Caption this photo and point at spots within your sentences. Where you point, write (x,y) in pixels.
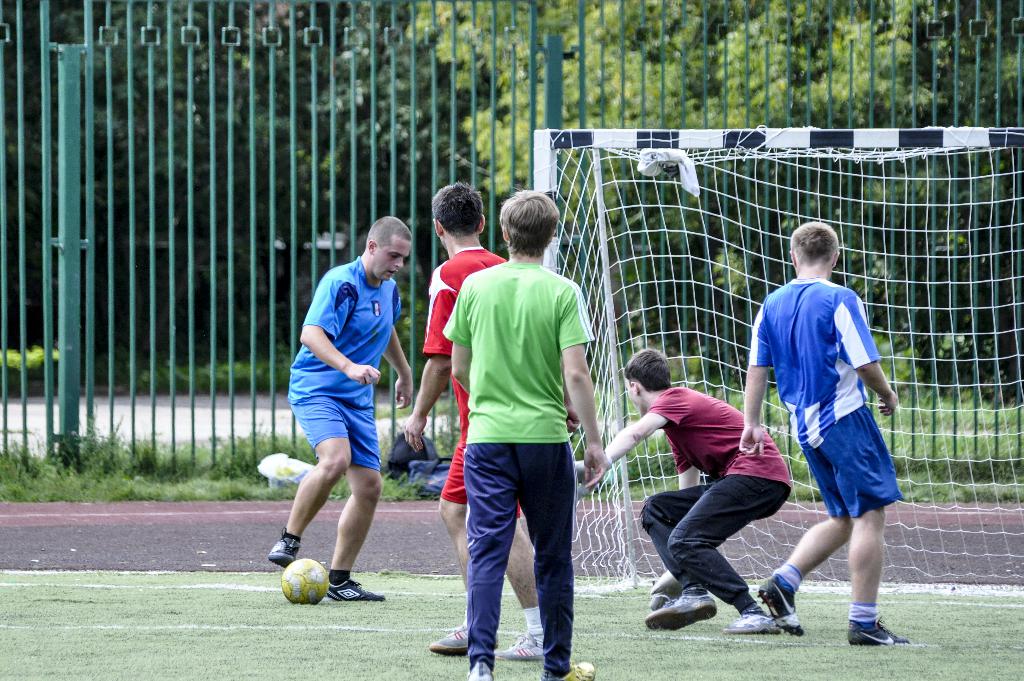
This image is taken in outdoors. In the right side of the image (920,271) there is a net (749,235) for a football (310,592). At the bottom of the image (613,618) there is a grass (949,665) and a road (170,549). At the background (70,70) there is a railing (529,117) and there were many trees (322,130). In the middle of the image (540,347) few people (821,283) are playing football with a ball (306,570).
